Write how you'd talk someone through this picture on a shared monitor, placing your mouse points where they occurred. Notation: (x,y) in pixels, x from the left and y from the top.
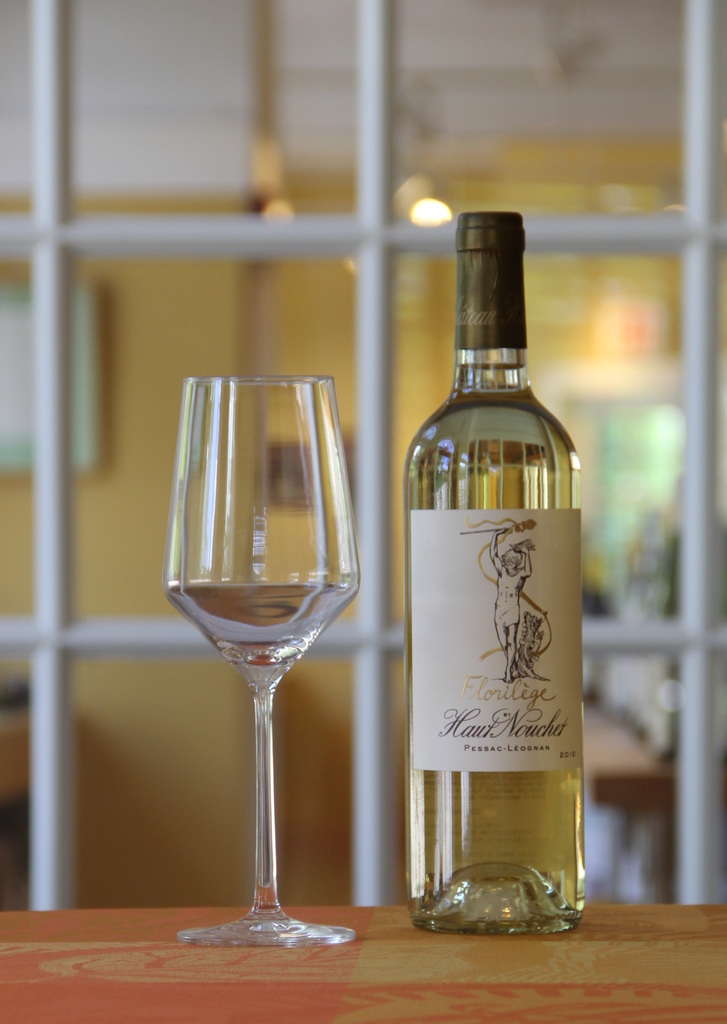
In this image we can see a bottle (443,621) with a label (504,698) on it in which there is a drink (514,468) and a glass (234,666) beside it placed on the top of the table (425,952).
